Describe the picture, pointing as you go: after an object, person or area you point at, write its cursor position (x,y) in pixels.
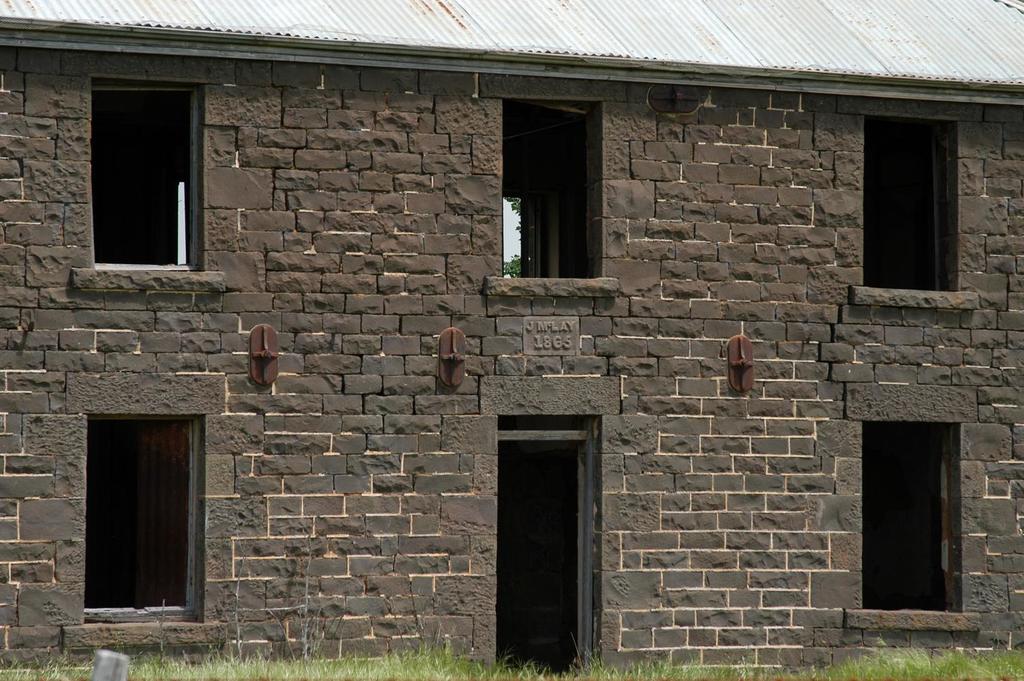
This image is taken outdoors. At the bottom of the image (281,667) there is a ground (372,670) with grass (369,673) on it. In the middle of the image (594,332) there is a building (359,459) with walls (389,482), windows (874,146), a door (551,507) and a roof (155,18).
